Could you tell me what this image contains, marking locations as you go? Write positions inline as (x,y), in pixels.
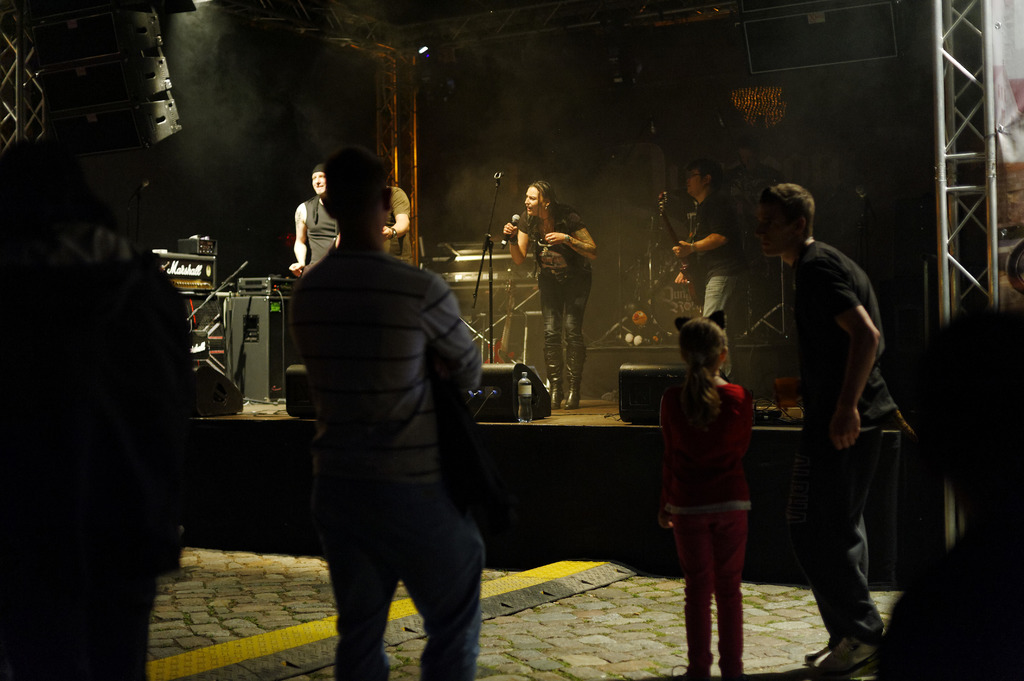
In this image I can see few people (441,417) standing. In the background (547,256) I can see the person (534,256) singing in front of the microphone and the other person (703,252) is playing the musical instrument (692,270) and I can also see few poles (969,187).
